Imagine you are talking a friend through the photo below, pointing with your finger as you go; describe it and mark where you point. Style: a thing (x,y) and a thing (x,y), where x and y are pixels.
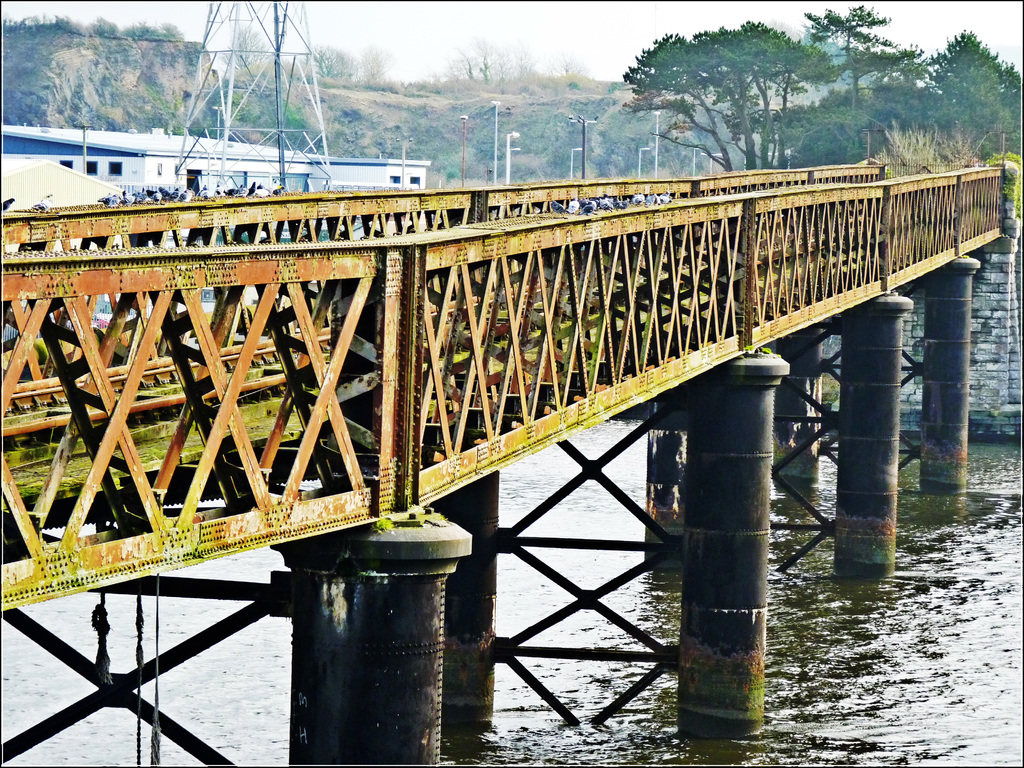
In this picture I can see there is a bridge (737,620) and there is water (990,584) beneath the bridge (788,423). There are few pigeons (246,195) on the bridge (302,209) and there is a tower (213,149), building (191,157) on the left (279,132) and there are plants (606,88) and trees (946,60) and the sky (567,31) is clear.
